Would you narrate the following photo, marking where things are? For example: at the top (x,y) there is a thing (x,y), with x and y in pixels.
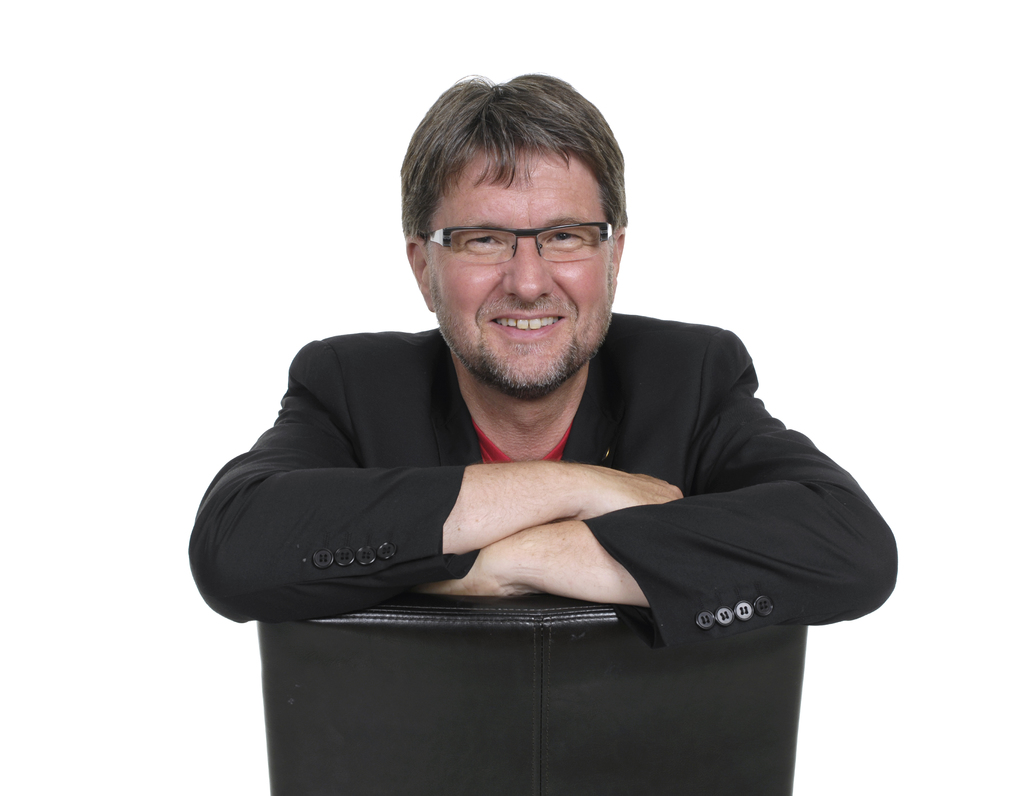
In this image a man (665,495) is sitting and smiling, he wore black color coat (638,535).
